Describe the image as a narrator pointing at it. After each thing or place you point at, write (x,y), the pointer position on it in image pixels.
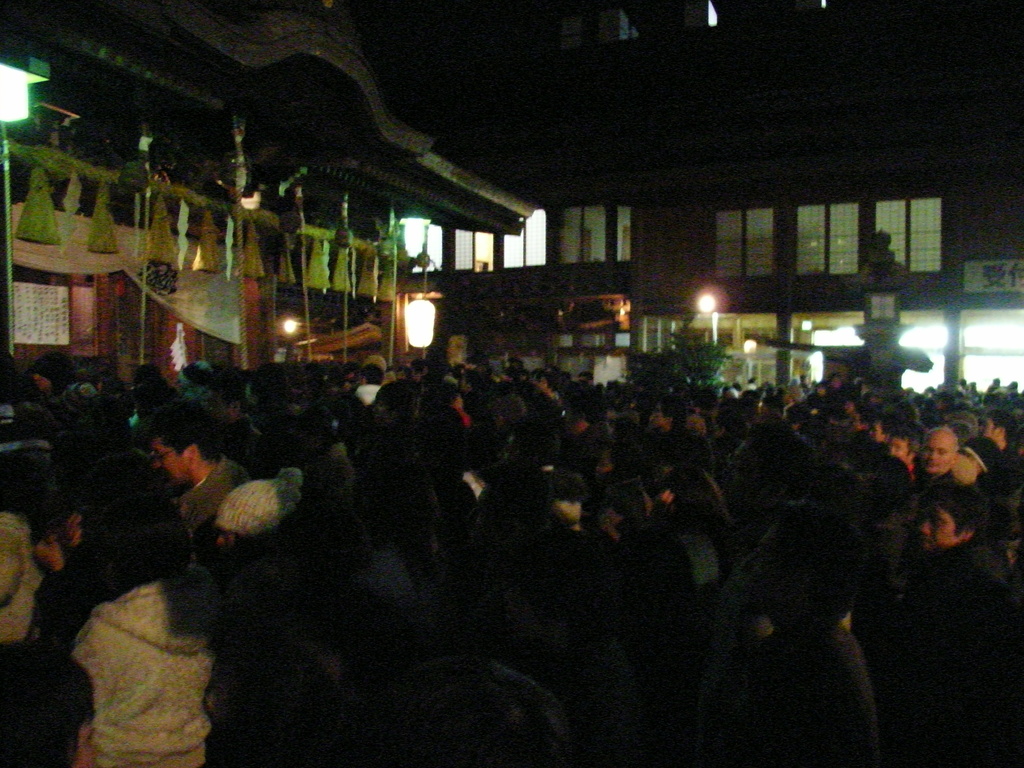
In the picture I can see a group of people (613,620) are standing on the ground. In the background (520,292) I can see buildings (497,349), lights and some other objects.
